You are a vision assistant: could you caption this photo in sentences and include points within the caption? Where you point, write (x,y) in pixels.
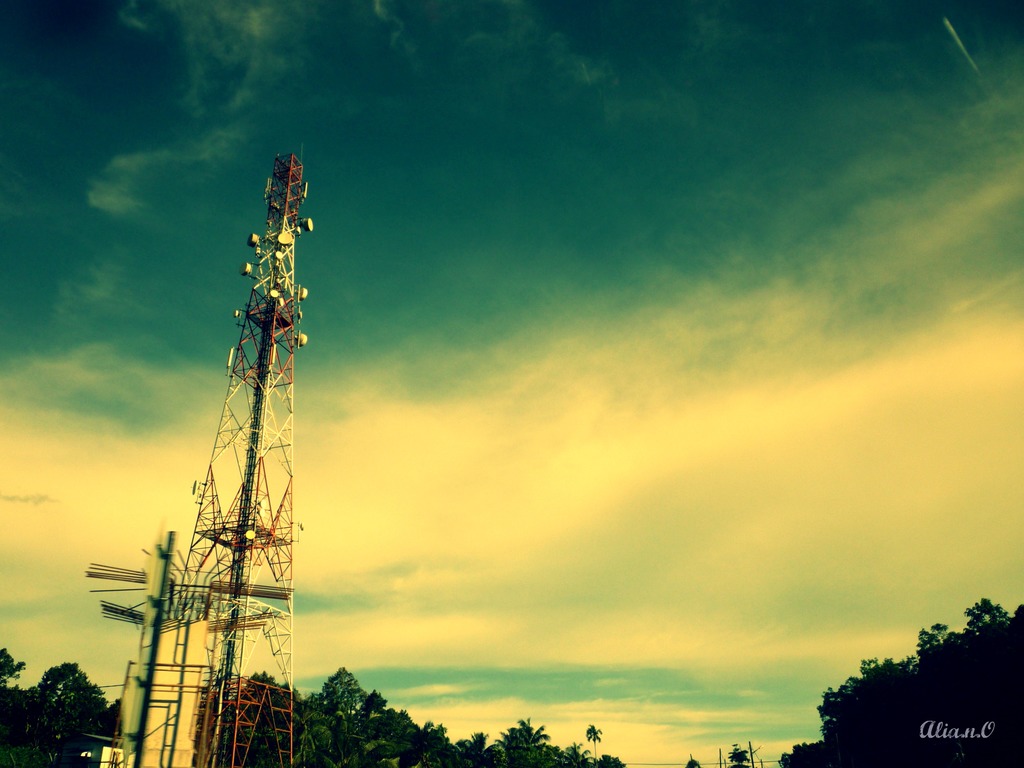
In this image on the left side (276,383) there is one tower (259,687), and at the bottom (1000,687) there are some trees (903,740) and wires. And on the top of the image (386,128) there is sky (763,268).
